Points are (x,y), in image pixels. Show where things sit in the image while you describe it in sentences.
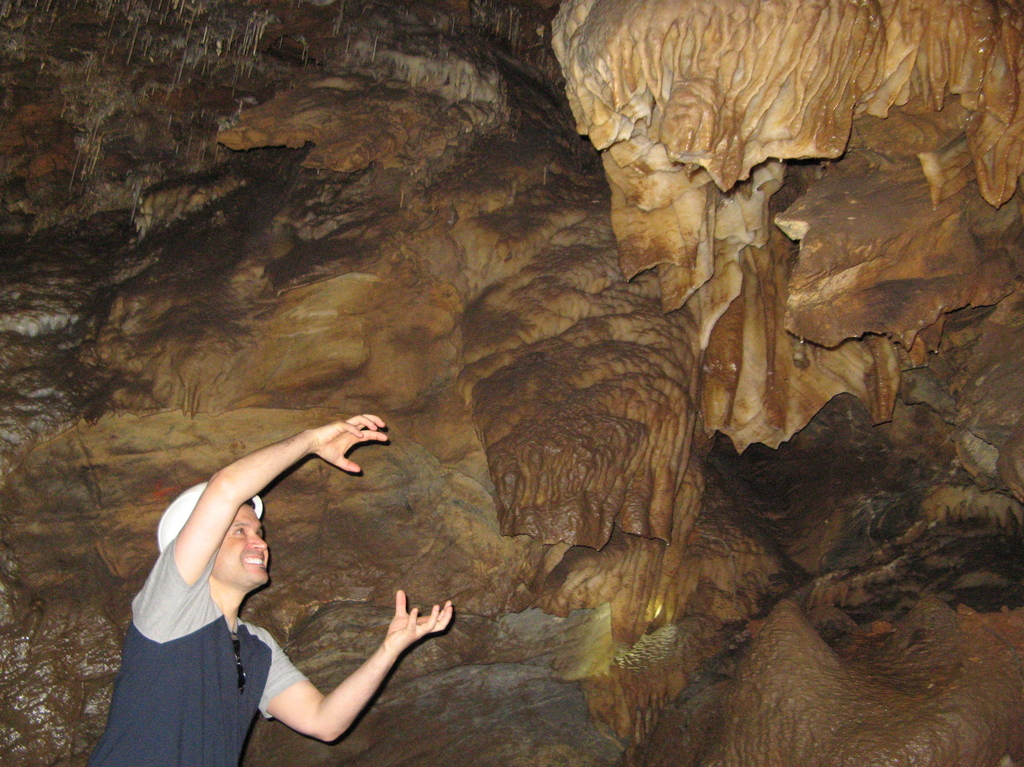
In this picture I can see the inside view of a cave (642,262) and I see a man (230,544) in front (240,634) who is smiling and I see that he is wearing a t-shirt (148,720).
